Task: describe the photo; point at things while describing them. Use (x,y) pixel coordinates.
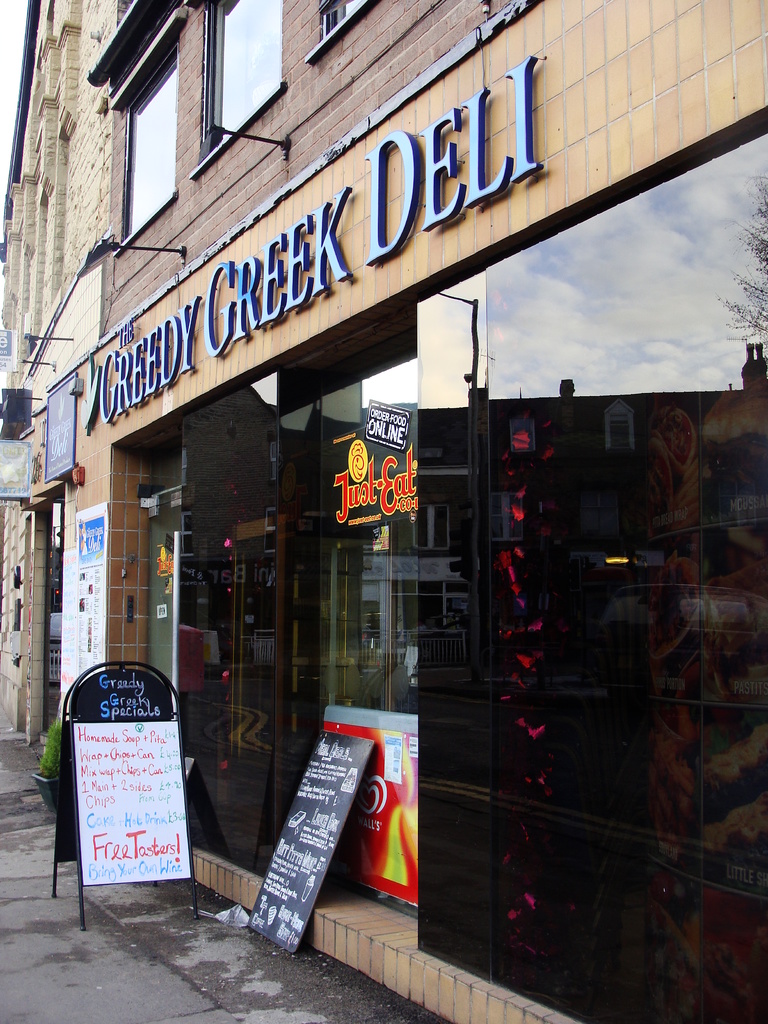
In this picture we can see posters (312,875), beside these posters (343,789) we can see buildings (752,348).
